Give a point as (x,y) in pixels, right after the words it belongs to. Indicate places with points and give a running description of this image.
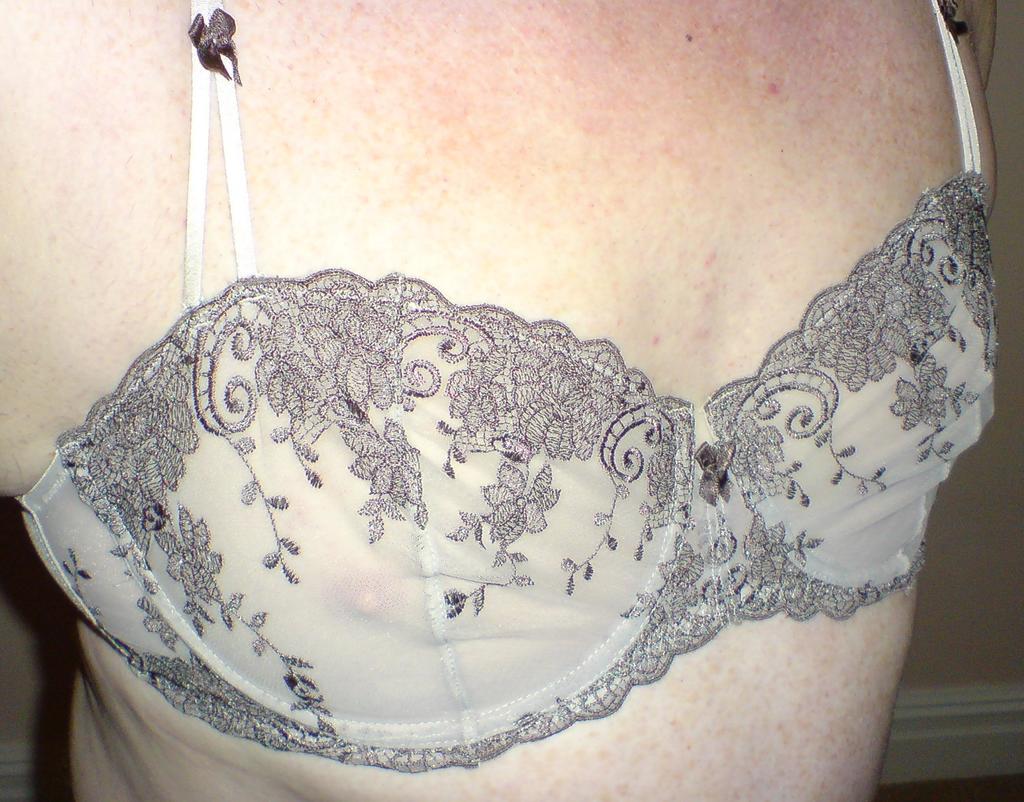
In this image I can see a person's body (651,237).
